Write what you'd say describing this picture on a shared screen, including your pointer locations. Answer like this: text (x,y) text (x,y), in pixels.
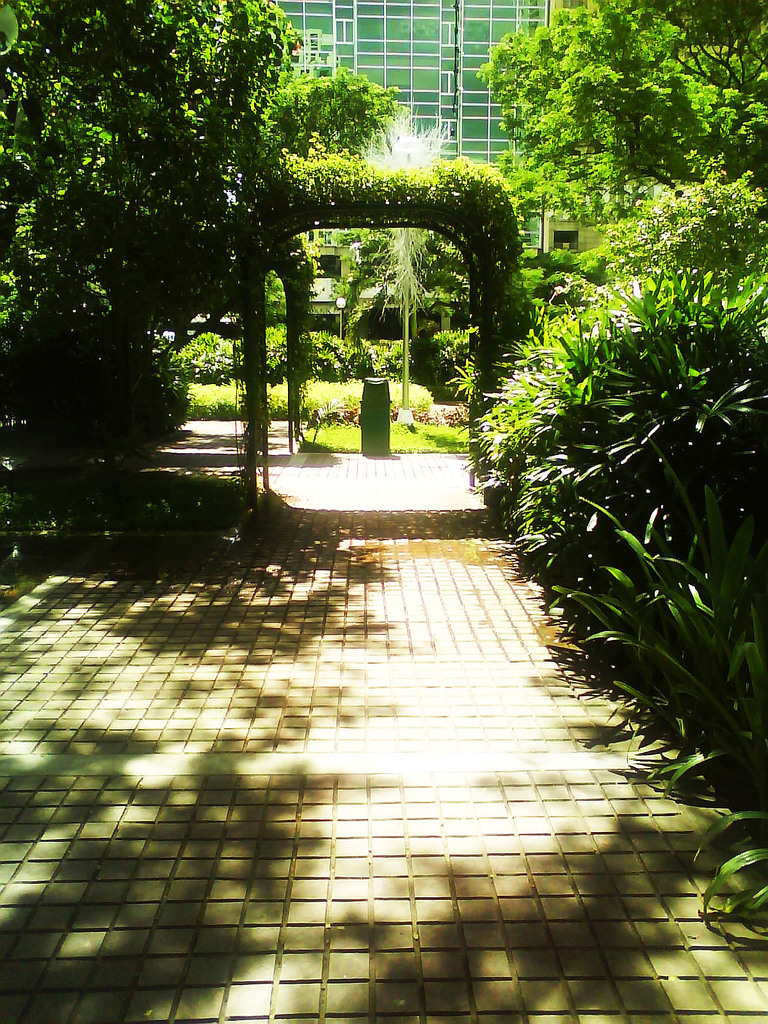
These are the trees (520,90) with branches (655,101) and leaves (643,63). I can see an arch (477,450). This is the pathway (347,590). This looks like an object (373,435). In the background (408,83), I can see a building (433,77) with the glass windows (436,69). These are the bushes (463,423).
